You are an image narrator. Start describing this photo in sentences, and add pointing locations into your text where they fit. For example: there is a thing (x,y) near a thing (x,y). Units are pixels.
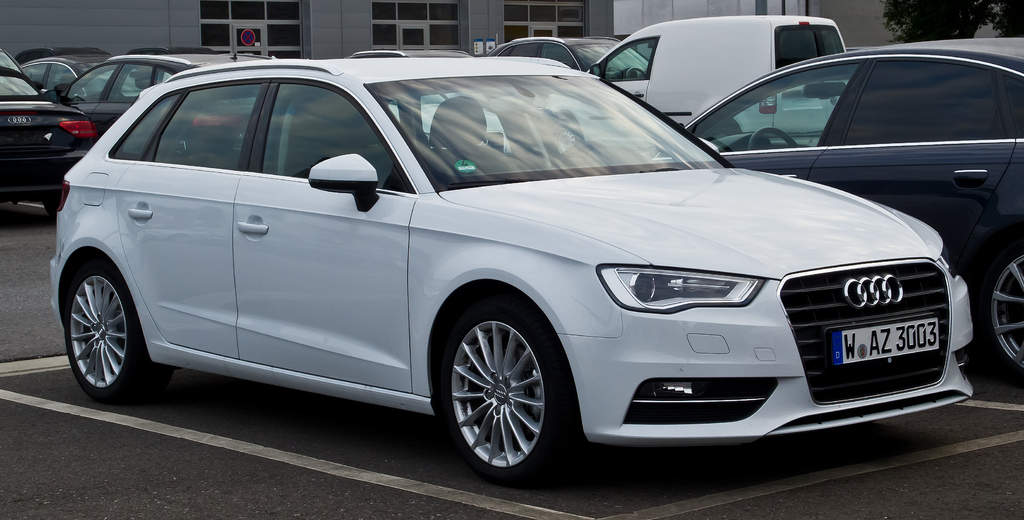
As we can see in the image there in the front (683,290) there are cars (341,329). In the background (599,28) there are buildings (505,40) and on the right side (943,21) background (968,19) there is a tree (941,24).
